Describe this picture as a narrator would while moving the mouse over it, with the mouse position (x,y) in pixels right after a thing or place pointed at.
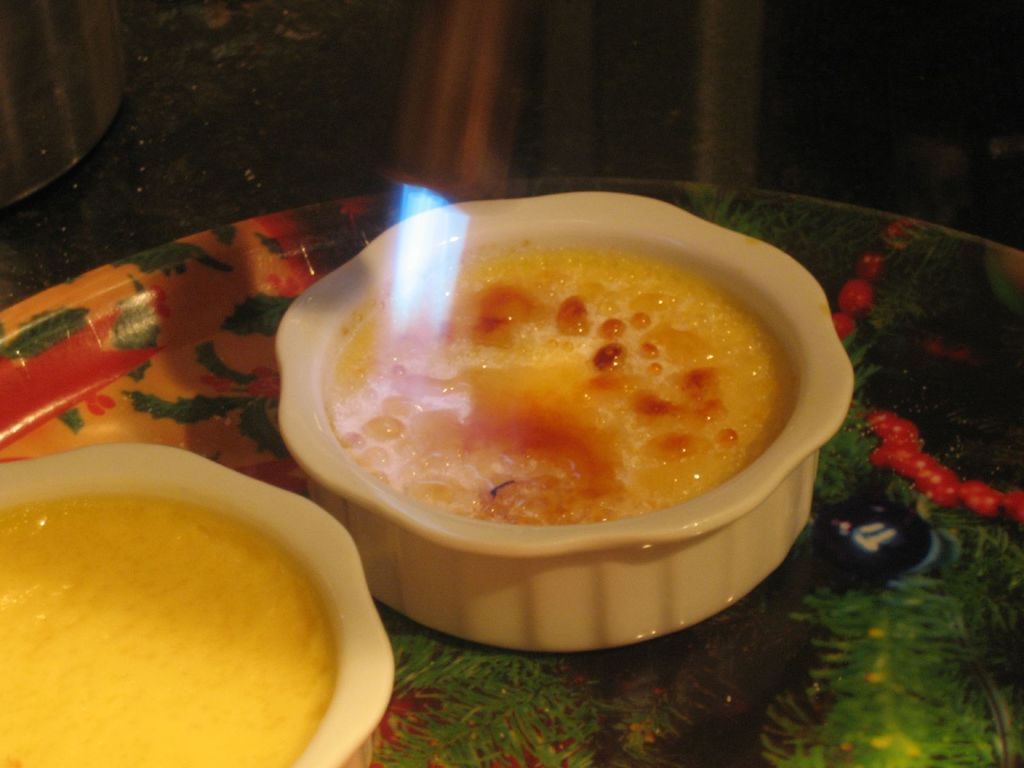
In the center of the image (386,360) there are food items (492,484) in the bowl (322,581) on the plate (226,377).
